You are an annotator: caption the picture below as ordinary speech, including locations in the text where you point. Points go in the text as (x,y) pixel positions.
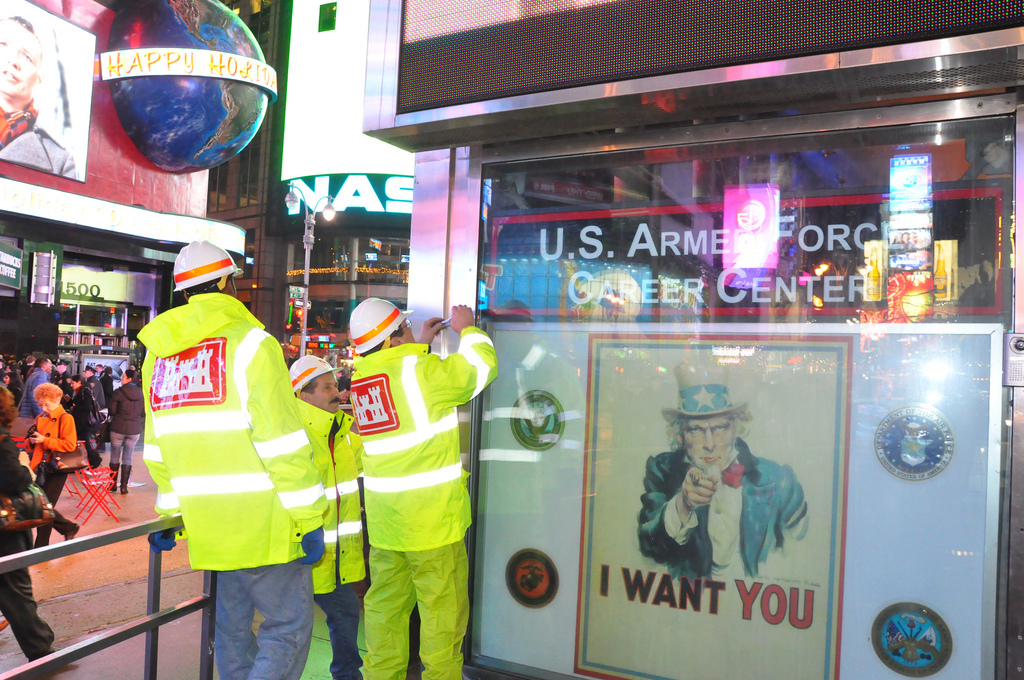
In this image, we can see three people (338,475) are wearing helmets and jackets (351,474). On the right side (814,310), we can see shop (719,265). Here we can see some text (810,294), images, and glass (731,366). On the left side (118,454) and background (28,363) we can see a group of people (61,518). Here we can see road (168,572), chairs (114,503), rods (123,536), street lights (305,332), buildings (297,263) and some objects (12,502). Here there is a screen (50,110) on the wall (105,150).
